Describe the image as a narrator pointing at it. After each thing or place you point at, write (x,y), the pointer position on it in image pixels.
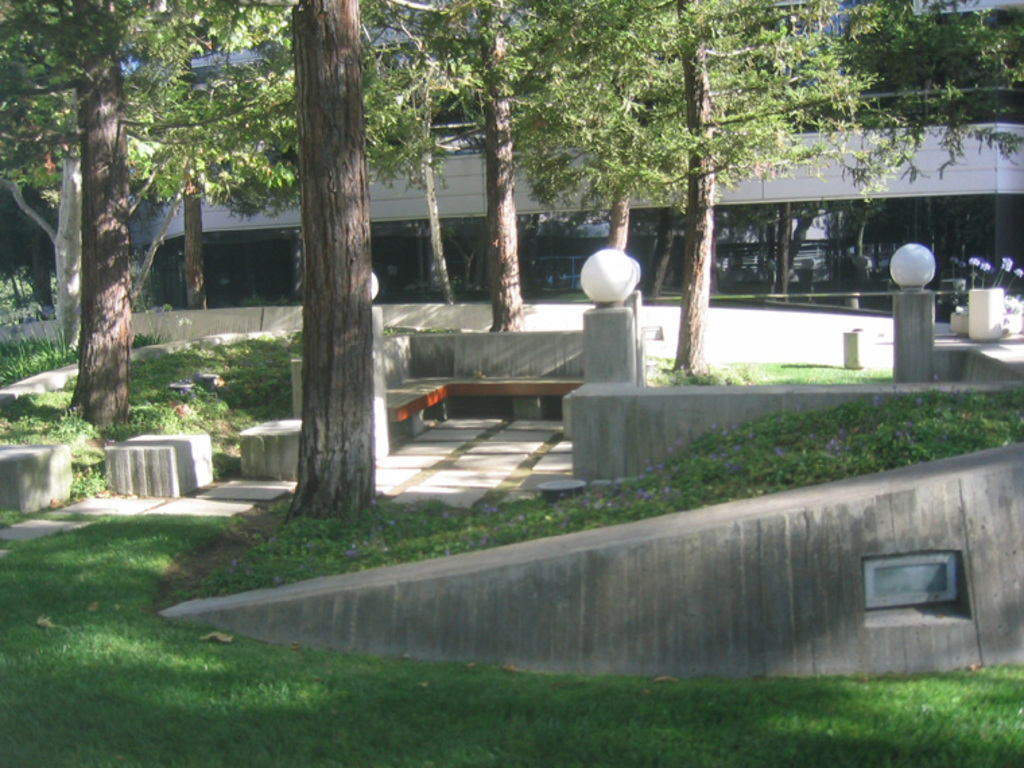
In this picture I can see a building (932,236) and few trees (721,6) and I can see lights (616,302) and grass (169,542) on the ground (281,338) and few plants (14,289).
